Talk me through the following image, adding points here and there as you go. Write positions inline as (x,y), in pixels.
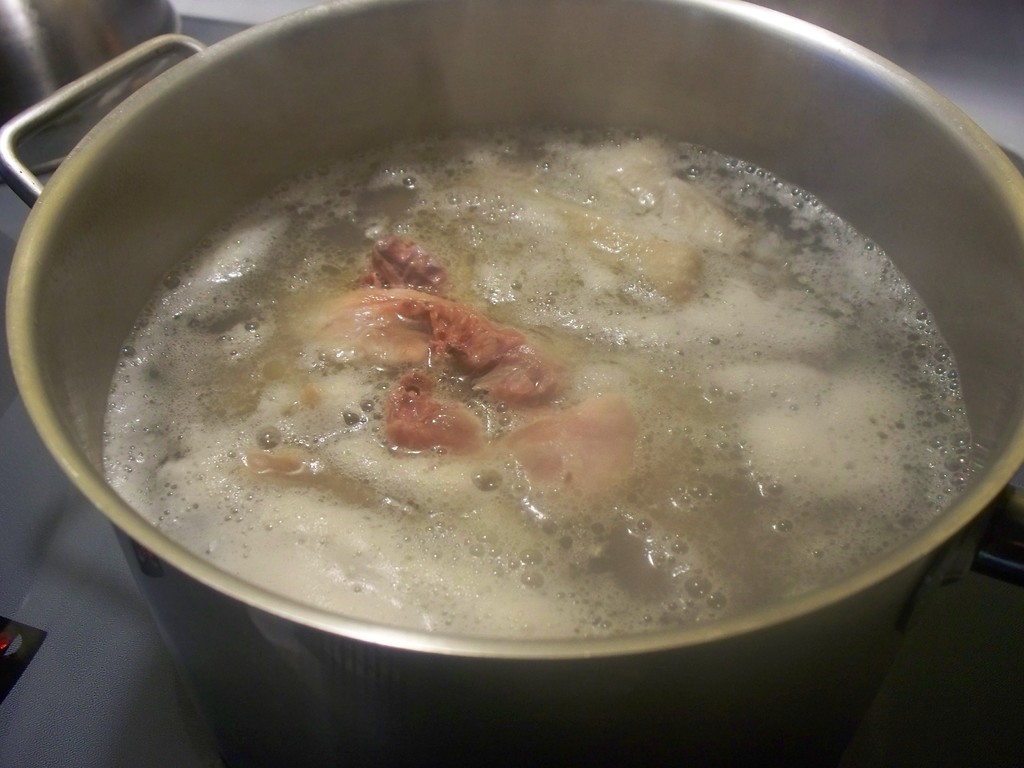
In this picture I can see a vessel (175,237) on the stove (62,575) and looks like meat (419,413) in the water (591,367).
